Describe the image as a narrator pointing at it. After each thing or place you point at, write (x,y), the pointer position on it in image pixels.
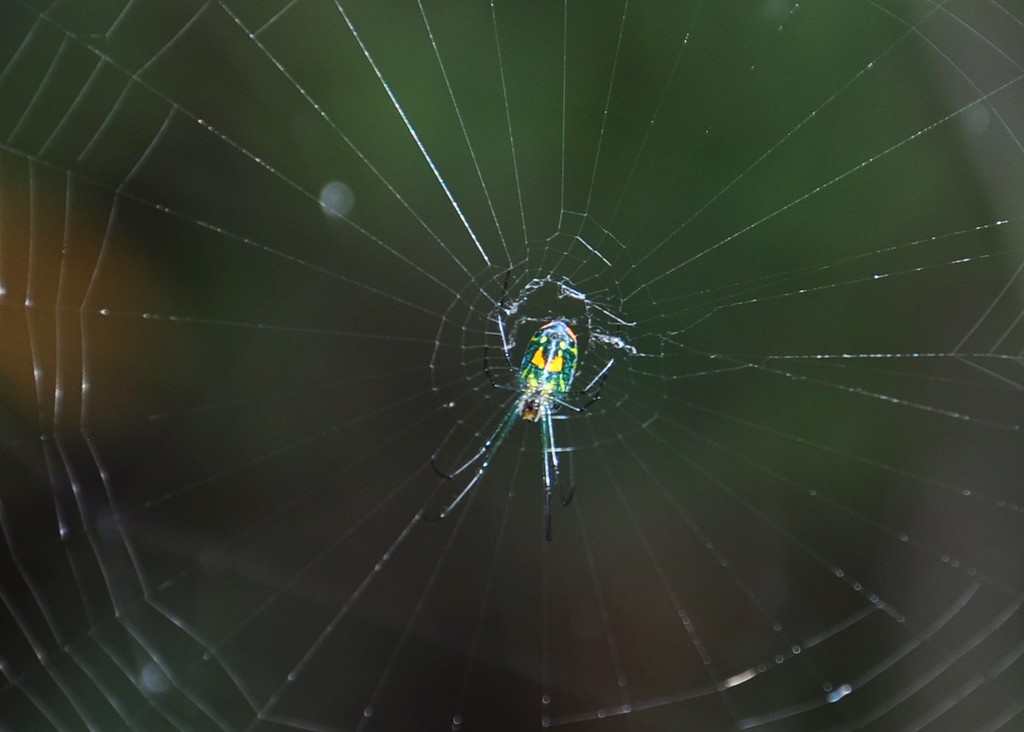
In this image, we can see a spider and spider web (464,86), there is a blur background (404,570).
